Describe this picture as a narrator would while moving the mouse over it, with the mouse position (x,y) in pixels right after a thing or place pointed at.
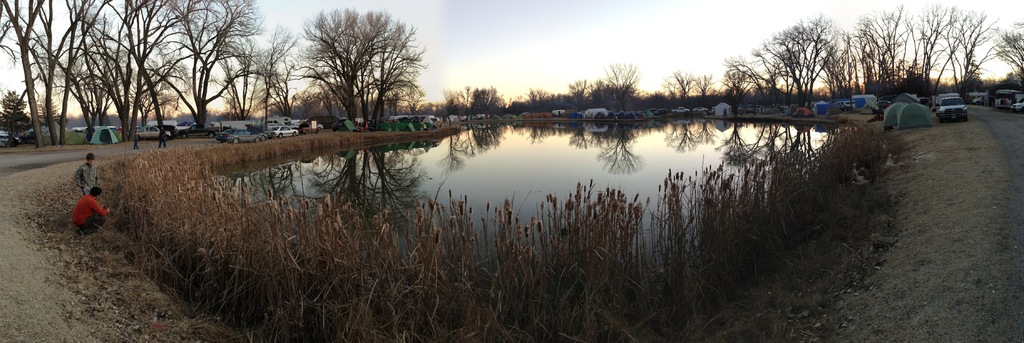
At the bottom of the picture (482,303), we see the grass (615,322). Beside that, we see water (493,155) and this water (475,184) might be in the pond (519,157). On the left side (96,168), we see two men (83,178). Behind them, we see two people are standing. Beside them, we see the trees (142,103) and the cars (246,130) parked on the road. On the right side (1017,114), we see the road (1011,120) and the vehicles (953,95) parked on the road (998,125). Beside that, we see the tents (897,111) in white, green, red and blue color. There are trees (794,98) and tents (416,126) in the background (426,117). At the top (516,15), we see the sky (548,21).
